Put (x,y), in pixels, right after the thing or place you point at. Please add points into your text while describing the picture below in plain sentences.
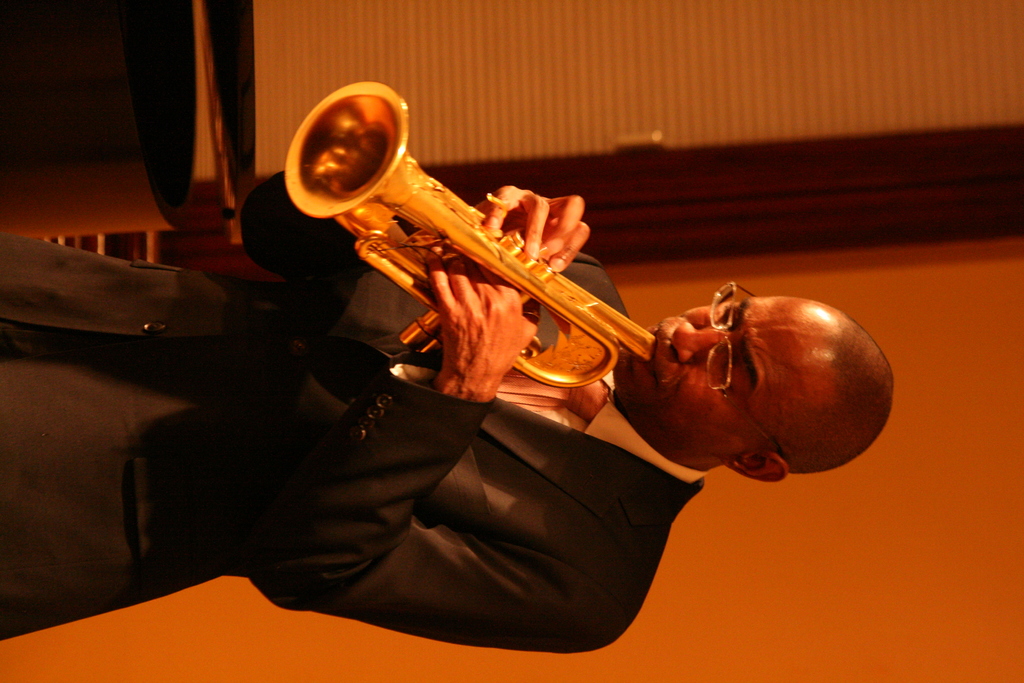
In the foreground of this image (656,466), there is a man (592,515) wearing coat (153,534) and playing trumpet (583,319). In the background (432,159), there is a wall (950,443), a door (627,116) like an object (584,105) on the top (653,98), a steel object (99,110) on the left top corner (76,131).
